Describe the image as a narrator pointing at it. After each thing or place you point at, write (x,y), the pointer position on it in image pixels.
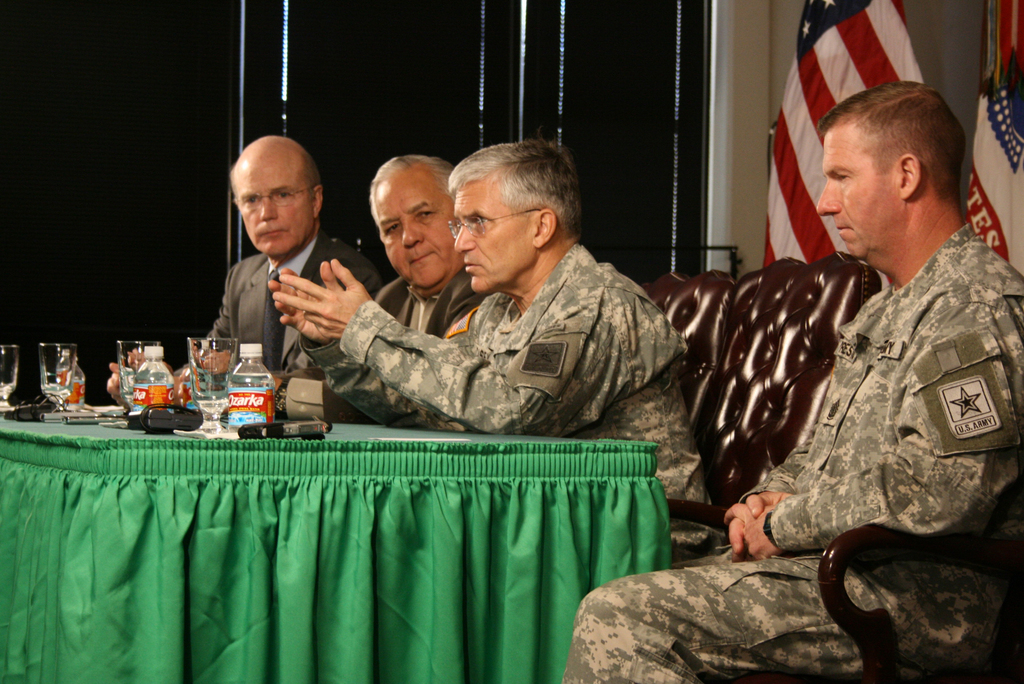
In this image we can see people (509,235) sitting on chairs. There is a table (247,470) on which there are bottles (248,386), glasses (198,380) and other objects (19,411). To the right side of the image (799,126) there are flags (839,37).
